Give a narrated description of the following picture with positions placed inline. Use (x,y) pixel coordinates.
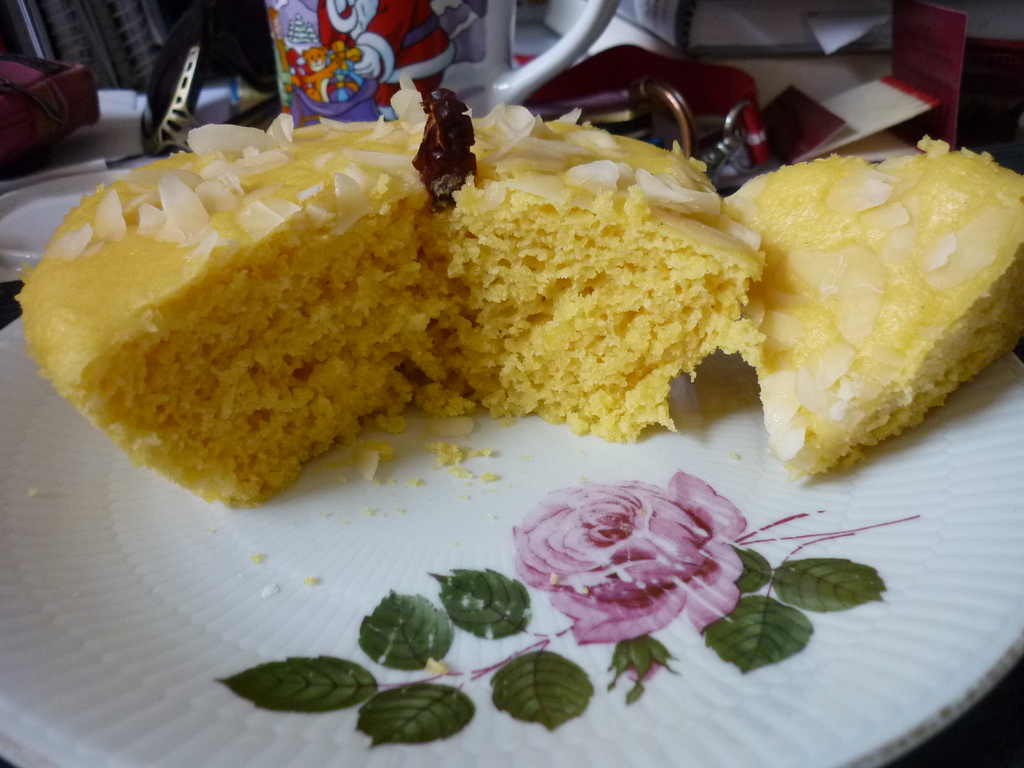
In this image I can see a white colored plate (133,596) and on the plate (113,597) I can see a food item (305,376) which is yellow, white and brown in color and a design of a pink colored flower (638,582) and few leaves (557,664) which are green in color. In the background (50,194) I can see another plate (68,189), a cup (422,85) and few other objects (656,2).
